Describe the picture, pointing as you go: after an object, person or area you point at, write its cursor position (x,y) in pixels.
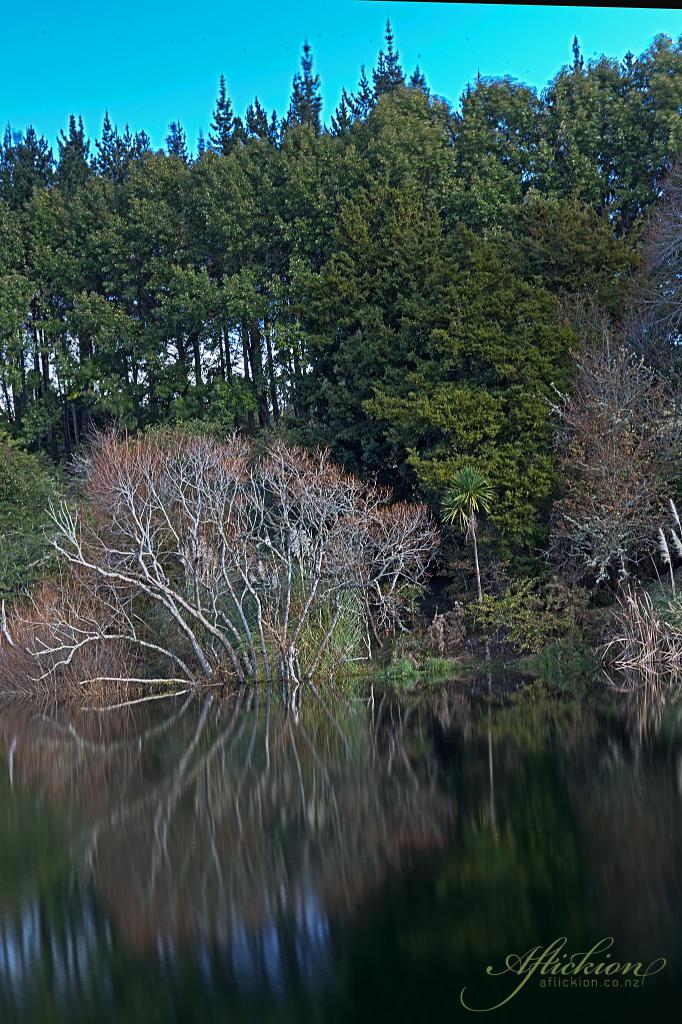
In this image there is a water surface (177,771), in the background (344,435) there are trees (304,263) and the sky (596,56), in the bottom right (495,974) there is text (598,974).
